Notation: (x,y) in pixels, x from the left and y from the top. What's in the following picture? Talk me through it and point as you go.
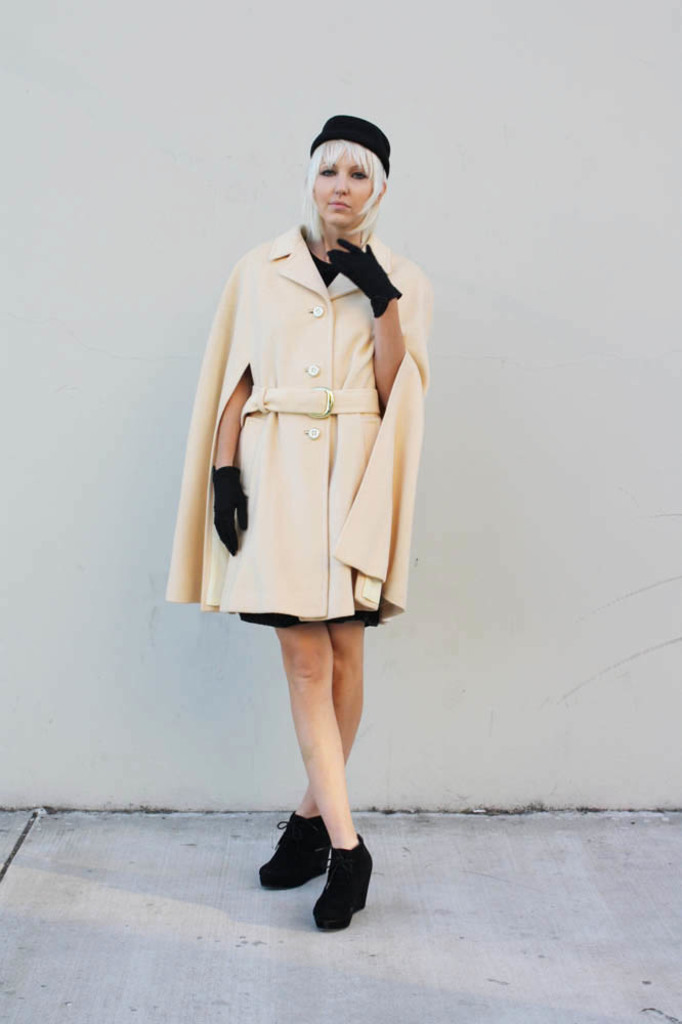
In the center of the image (386,462) there is a lady (392,513) wearing a jacket (283,539). At the bottom of the image (311,944) there is a floor (462,938). In the background of the image (489,368) there is wall (115,365).
